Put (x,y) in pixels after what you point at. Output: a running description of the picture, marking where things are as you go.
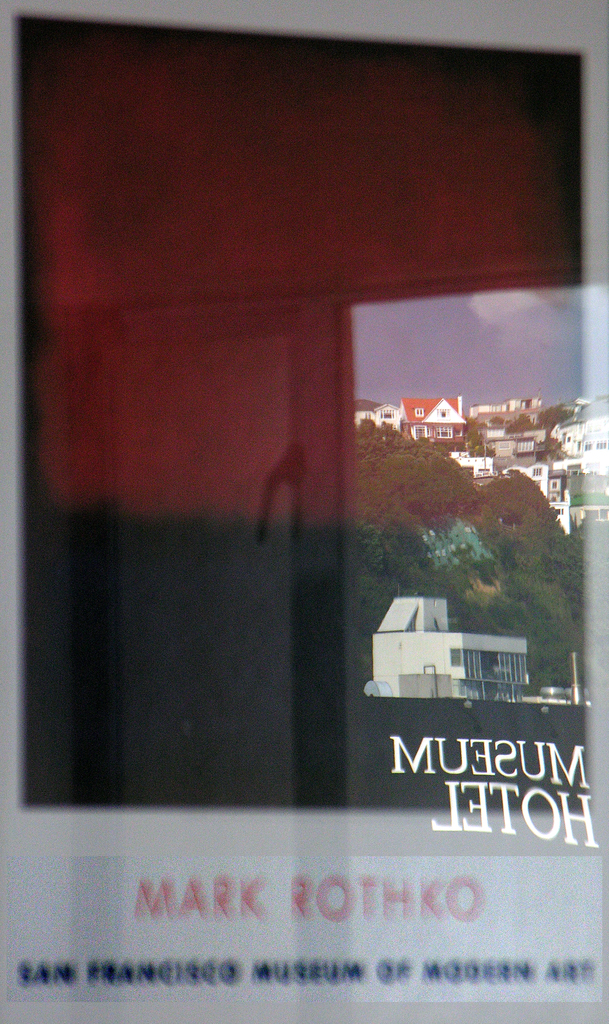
In this image there is glass (445,231), on that glass (460,714) there are houses (497,436), trees (435,453) and a sky (517,357) are reflecting.
